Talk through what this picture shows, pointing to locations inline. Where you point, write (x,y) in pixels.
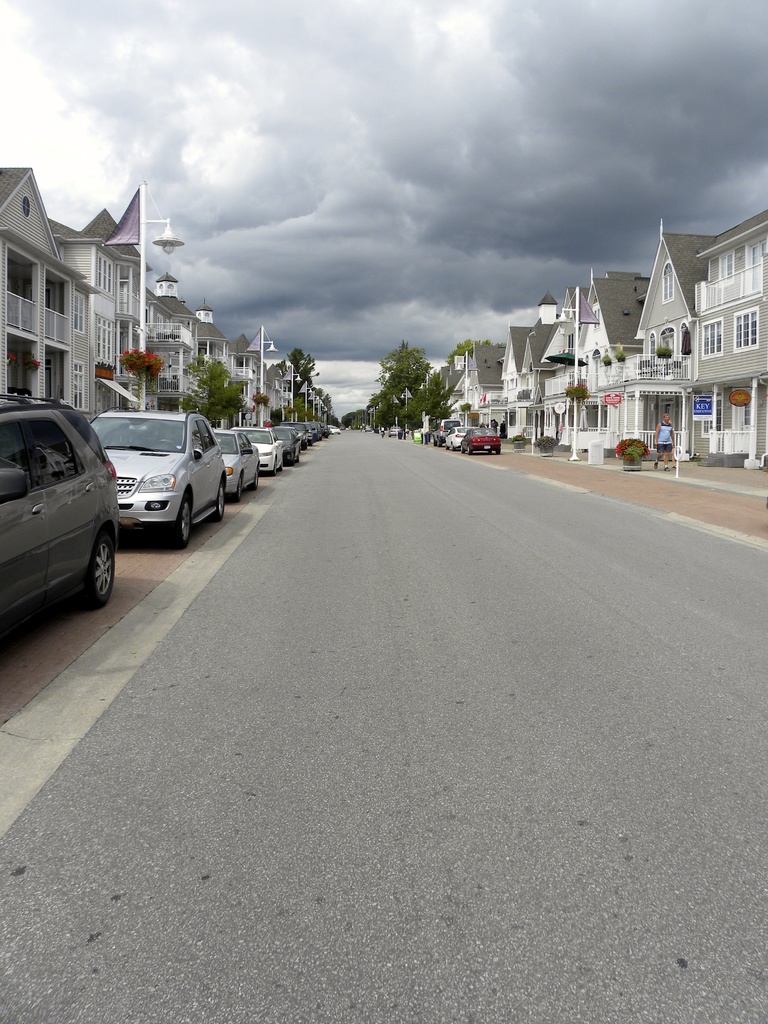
These are the cars (315,437), which are parked. I can see the houses (758,361) with the windows (664,333). Here is a person (670,452) standing. These are the trees (409,405) and small plants (630,454). I think these are the street lights (578,303). I can see the clouds (430,216) in the sky (416,232). This is the road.
